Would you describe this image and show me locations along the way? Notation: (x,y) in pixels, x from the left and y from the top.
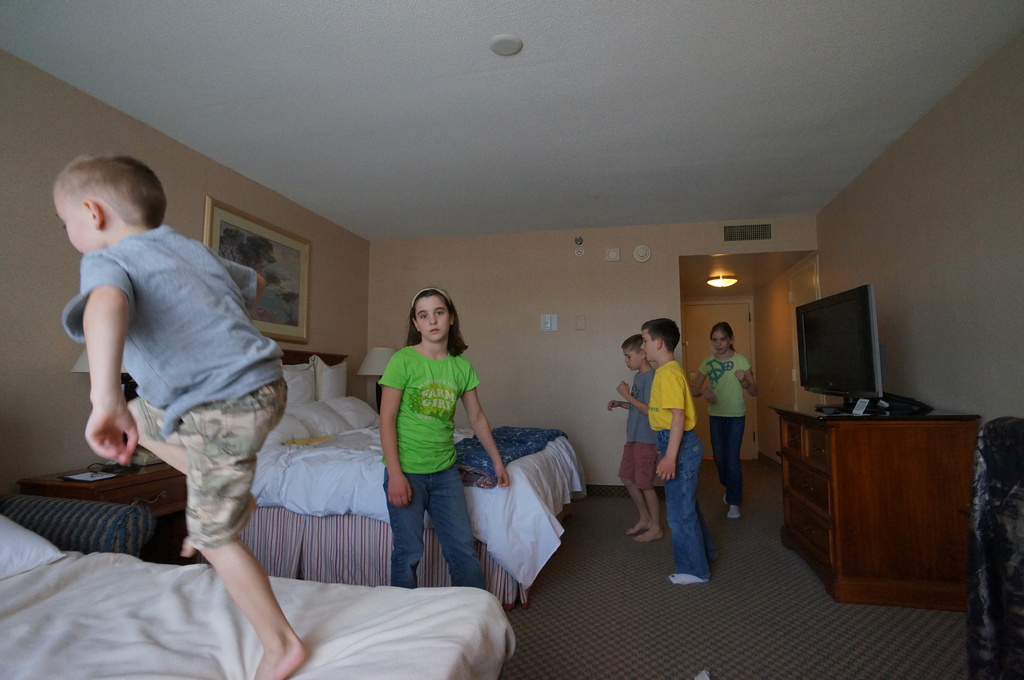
This picture is clicked inside the room (338,678). There are 5 people (418,433) in this room (608,572) and on the left bottom (133,628), we can see a bed (138,612) with a pillow (7,550) and beside that, we see a table (125,489) on which notepad (89,479) and wire (105,467) is placed, and beside that, we see a long bed (295,420) on which you can see six pillows (308,426) and white bed sheet (345,469) and blue blanket (468,462) on it. Beside that, we see a lamp (381,355) and behind the girl (424,368) who is wearing green t-shirt (446,365) we can see a wall (480,301) and on the wall (338,311), we can see a photo frame (304,280). On the right corner of this picture (834,373), we can see system (854,364) which is placed on the table (865,467).
